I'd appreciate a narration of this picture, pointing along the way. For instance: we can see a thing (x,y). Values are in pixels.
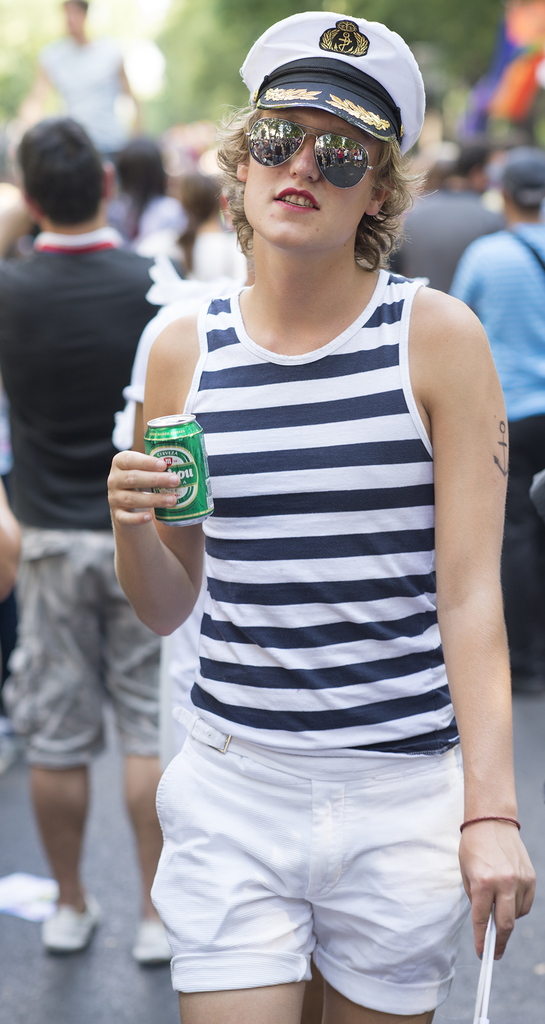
In the image we can see a person (372,572) wearing clothes (354,576), goggles (337,184) and hat (322,97), and this person (257,472) is holding a can (188,473) in hand (170,503), behind him there are many other people (192,237) wearing clothes (180,254). This is a tree (192,20) and a road (94,971).
